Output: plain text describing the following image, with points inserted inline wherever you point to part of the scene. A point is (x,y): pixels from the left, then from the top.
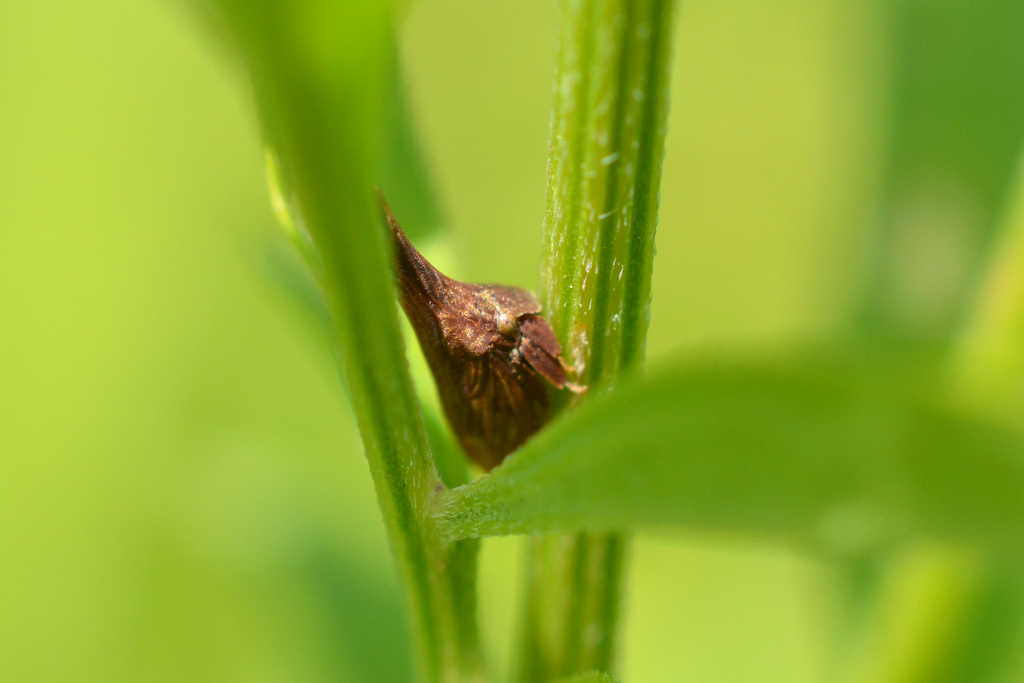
In the center of the image (463,328), we can see a bug (473,328) on the stem (398,442) and the background (664,341) is in green color.
